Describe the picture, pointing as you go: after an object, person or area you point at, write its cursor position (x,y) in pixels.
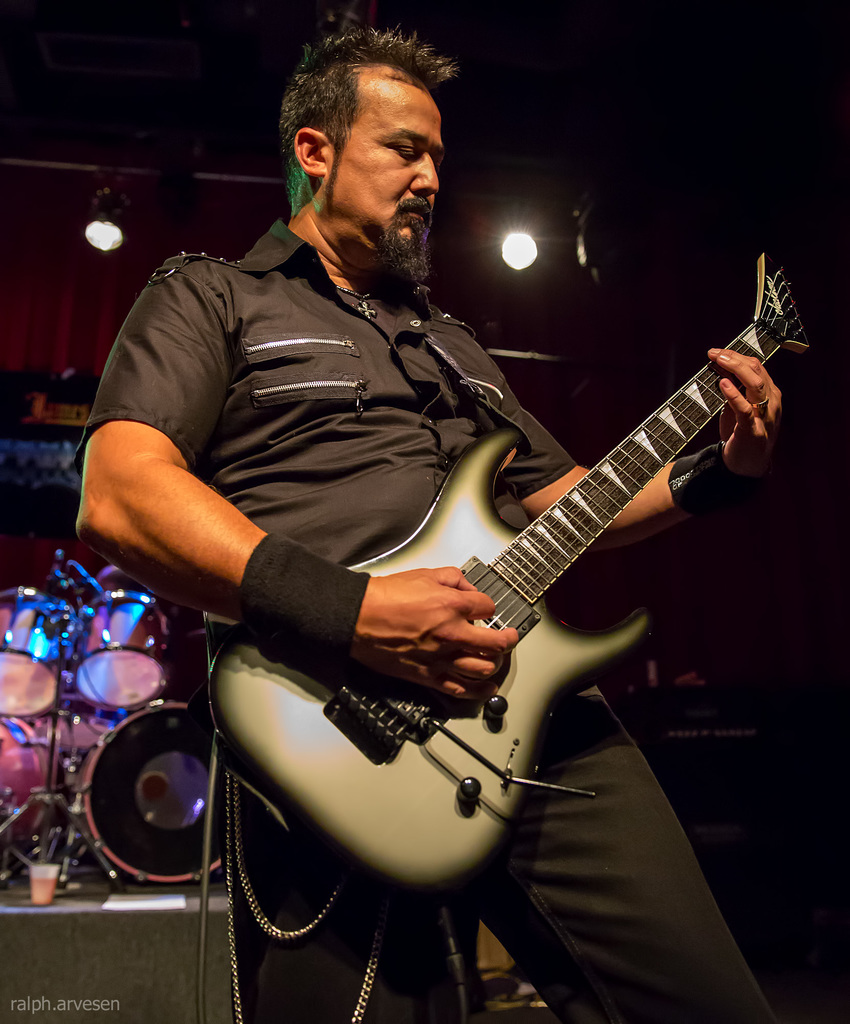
In the image there is a man (250,432) playing guitar (553,635) and back side of him there is drum kit (149,714).
